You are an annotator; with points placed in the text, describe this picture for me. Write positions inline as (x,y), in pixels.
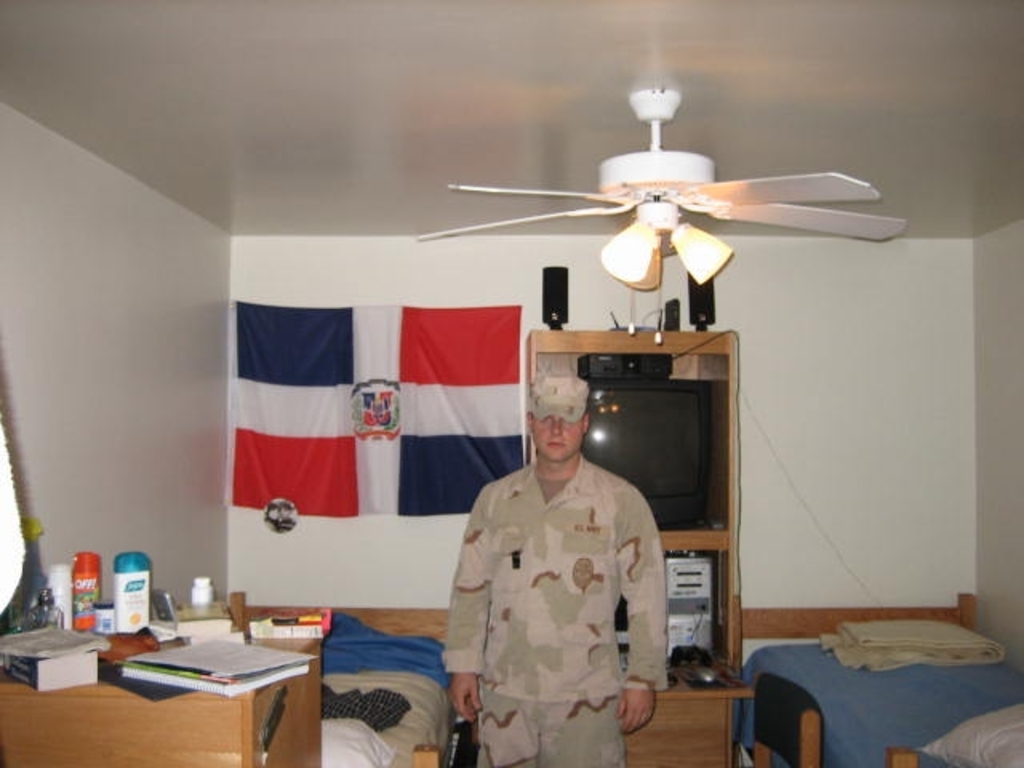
In the picture we can see a man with a uniform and cap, just beside him there is a table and chairs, On the table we can find books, bottles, tins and in the background (490,374) we can find flag (454,368), television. On the ceiling (894,87) a fan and lights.
